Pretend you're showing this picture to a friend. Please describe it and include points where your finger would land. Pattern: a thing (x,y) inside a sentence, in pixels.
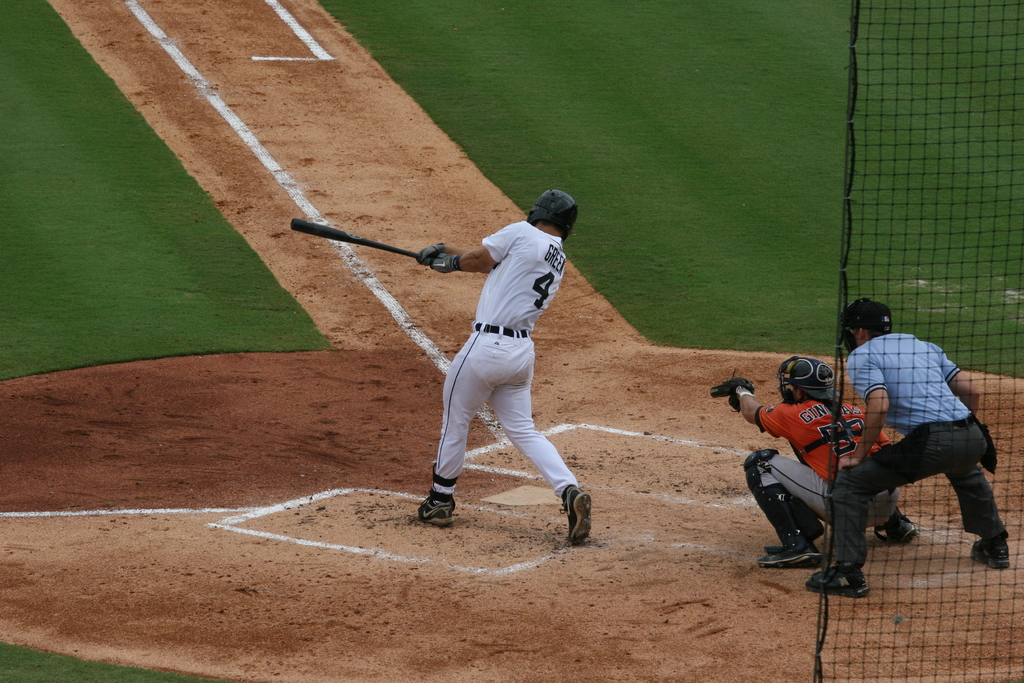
In this image we can see there is a person (508,358) playing with a baseball bat (364,244) in the playground (440,407), behind this person (469,410) there is another person (803,437) sitting, behind this person (801,461) there is another person (855,453) standing and there is a net fence (958,129).
